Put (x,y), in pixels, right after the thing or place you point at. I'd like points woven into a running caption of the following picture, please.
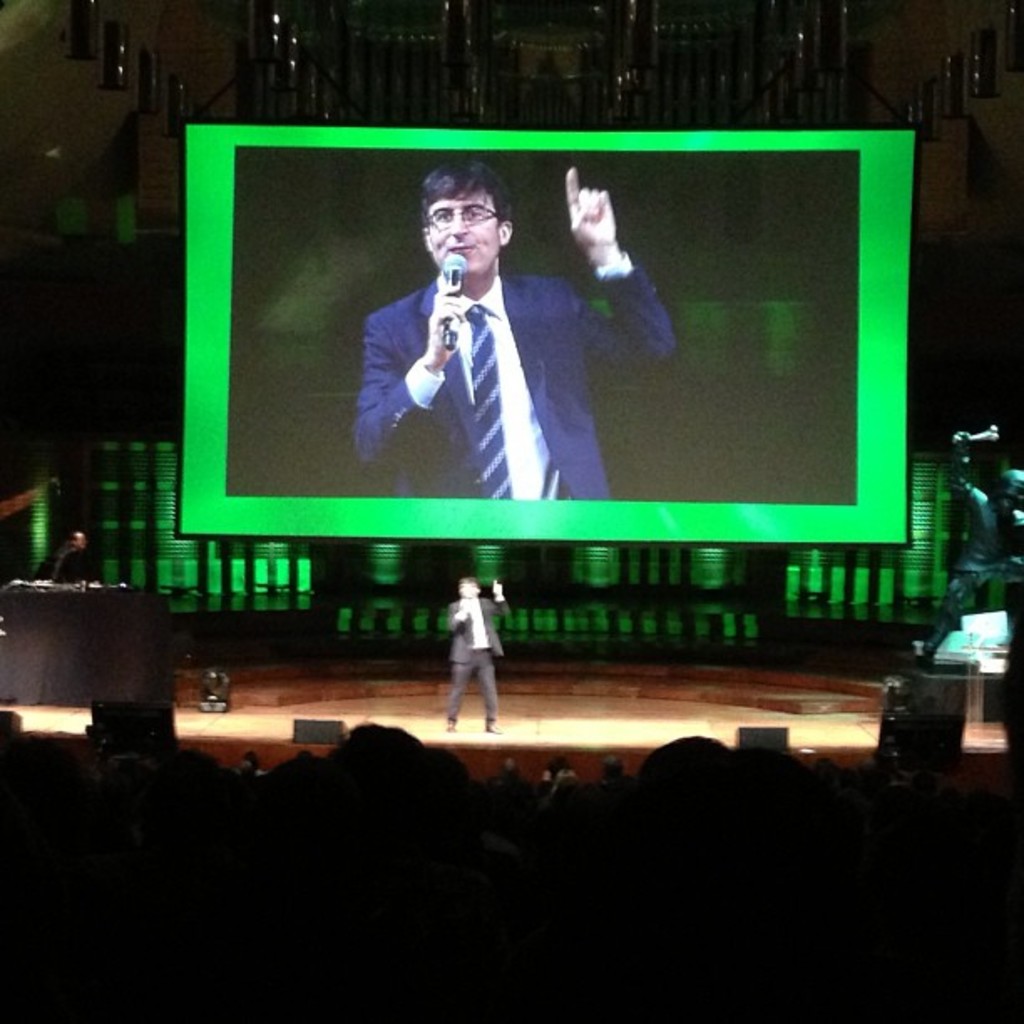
In the foreground (591,775) it is dark. In the center of the picture (518,618) there is a stage (414,654), on the stage (474,703) there is a person (479,630) standing holding a mic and talking. On the right (990,571) there is a desk (965,675), desktop (990,632) and some other objects (1008,558). On the left (55,627) we can see a desk (82,601) and a person (56,571). At the top (897,167) there is a screen (468,272), in the screen (473,332) we can see a person (484,319). At the top (443,67) it is dark. In the foreground (451,780) it is looking like there are heads (718,765) of people (653,754).
